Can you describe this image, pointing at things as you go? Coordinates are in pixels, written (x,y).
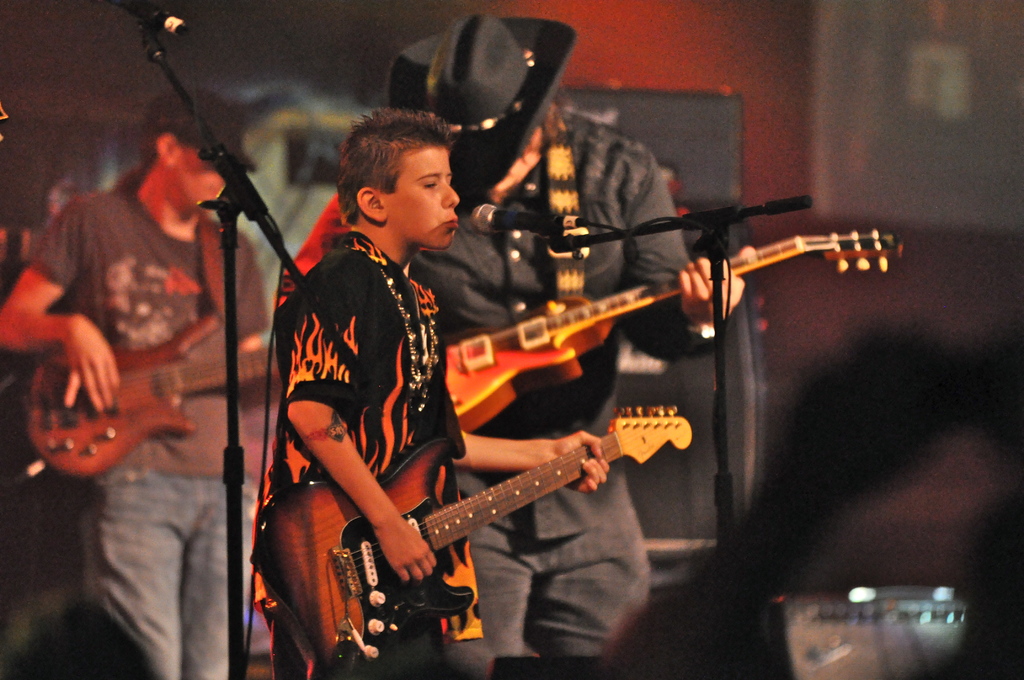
In this picture, we can see a few people (461,293) holding some musical instruments (474,348), we can see microphones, some object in the bottom right corner (850,644), we can see the wall (842,211) with some objects (724,103) attached to it.
